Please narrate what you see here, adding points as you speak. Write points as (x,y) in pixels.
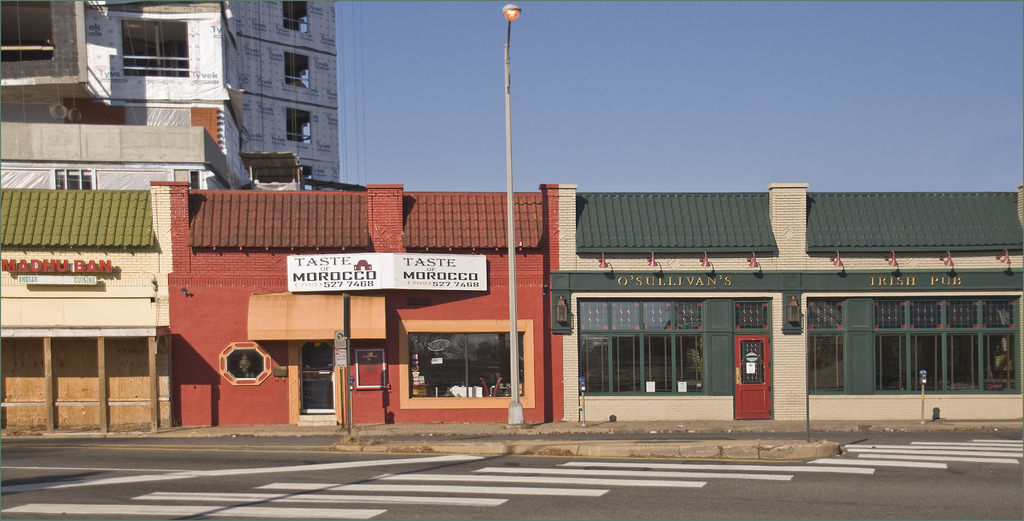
This picture describes about few buildings (345,209), in this we can see a pole (512,308), few metal rods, light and few hoardings (79,260).
